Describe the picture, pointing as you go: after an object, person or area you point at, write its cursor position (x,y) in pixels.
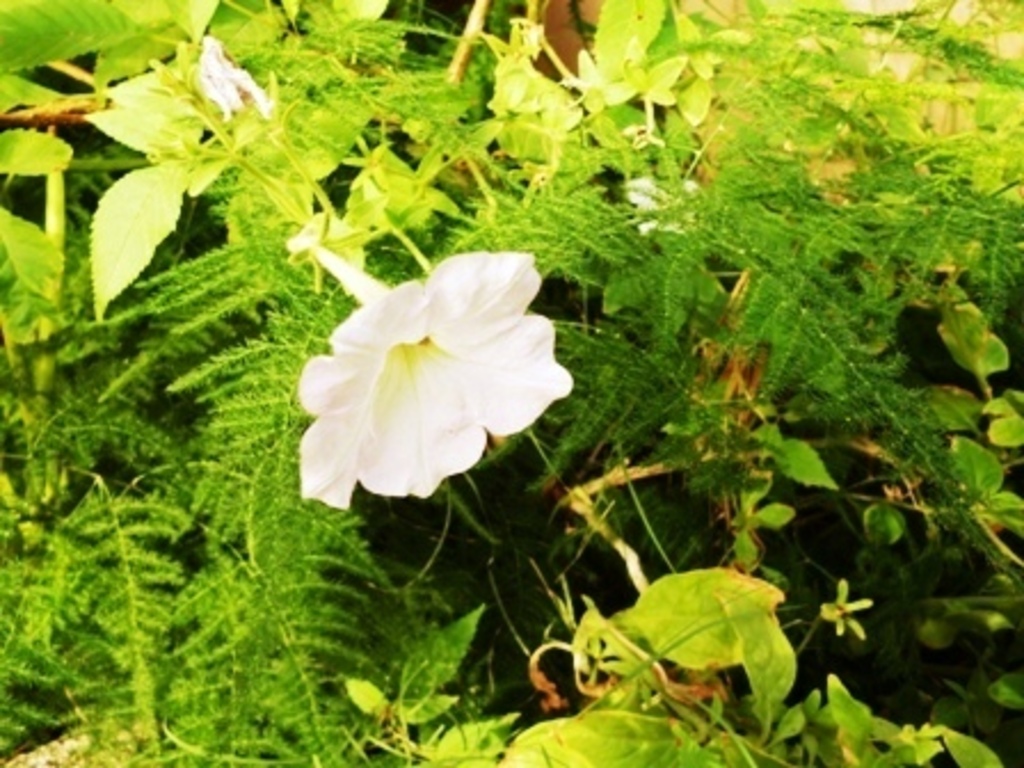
As we can see in the image there are plants (543,754) and a white color flower (364,409).
